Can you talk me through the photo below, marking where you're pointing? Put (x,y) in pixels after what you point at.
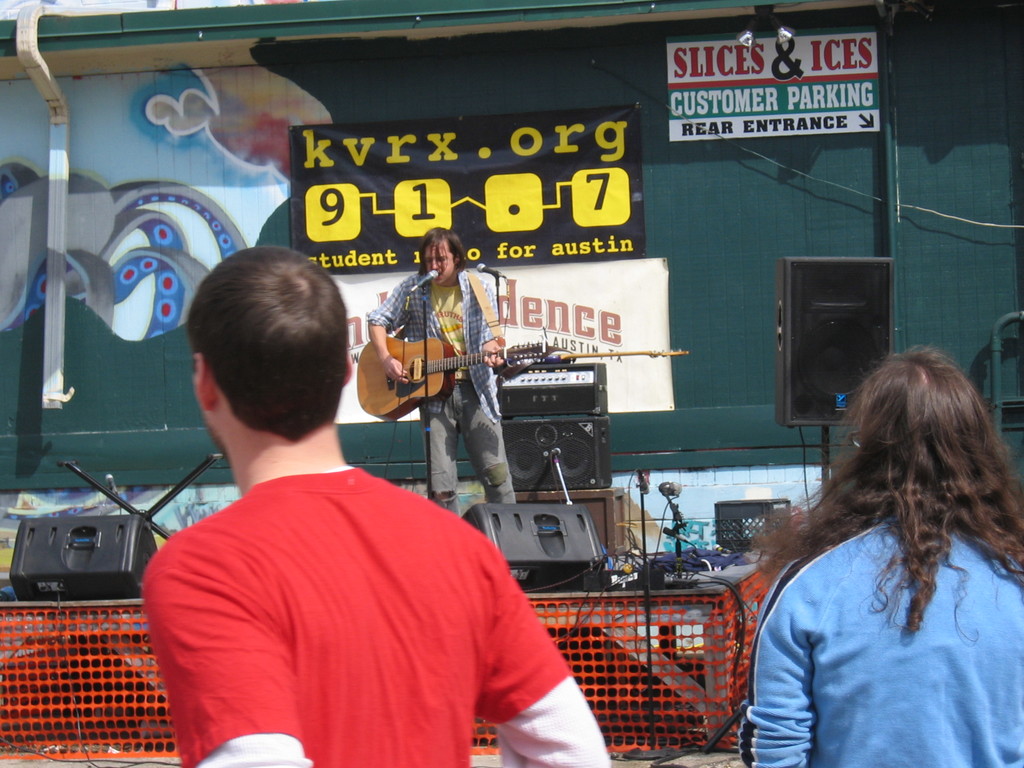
In this image i can see 2 persons (805,658) standing and watching the show. In the background (548,549) i can see a stage (573,536), on which there is a person (500,341) standing and holding a guitar (406,363), I can see a microphone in front of him and i can see a speaker (803,417), a banner (642,391) and a poster (519,284).
